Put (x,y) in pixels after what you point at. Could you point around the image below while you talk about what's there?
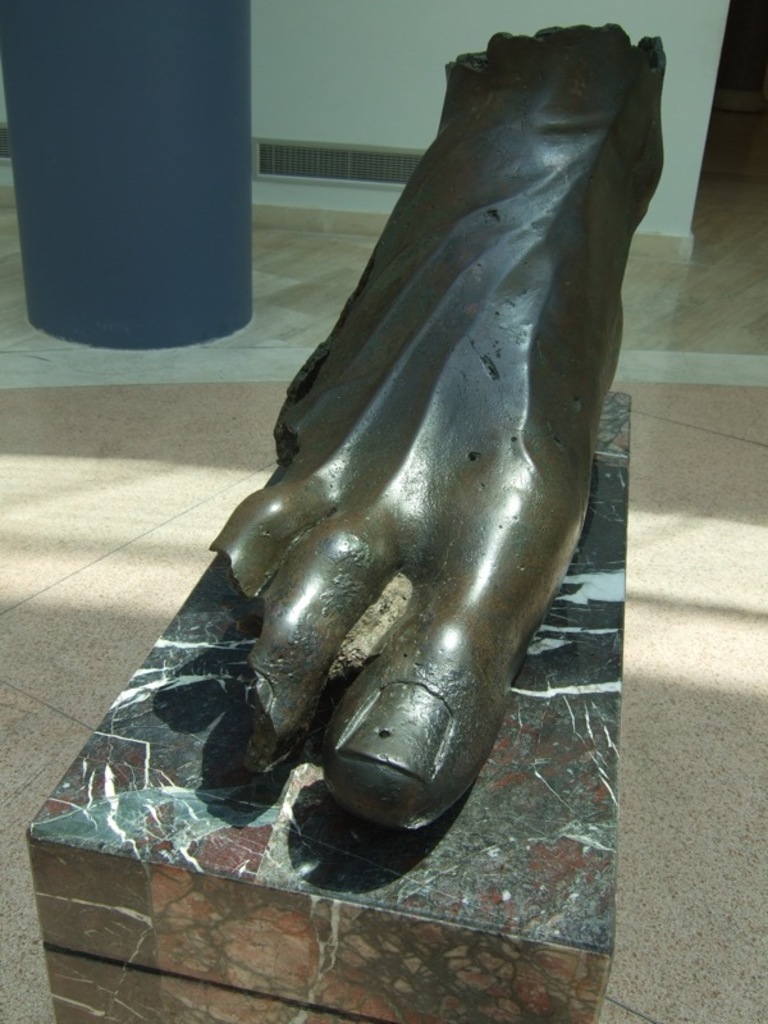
In the background (328,323) we can see the wall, floor (328,323) and an object (6,11). In this picture we can see the sculpture (634,171) of a foot (460,669) on a pedestal (529,714).
